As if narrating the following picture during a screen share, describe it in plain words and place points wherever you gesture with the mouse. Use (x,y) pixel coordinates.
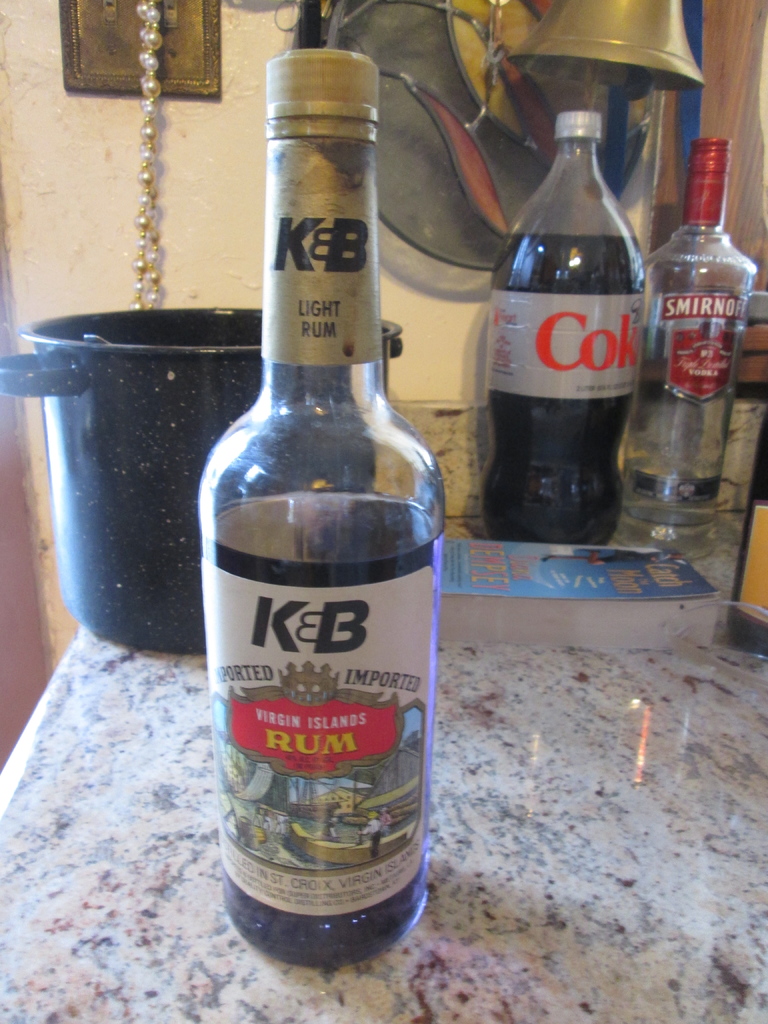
We can able to see bottle (234,447), book (529,560), bowl (96,504). On the background (137,146) we can see wall (62,165).
